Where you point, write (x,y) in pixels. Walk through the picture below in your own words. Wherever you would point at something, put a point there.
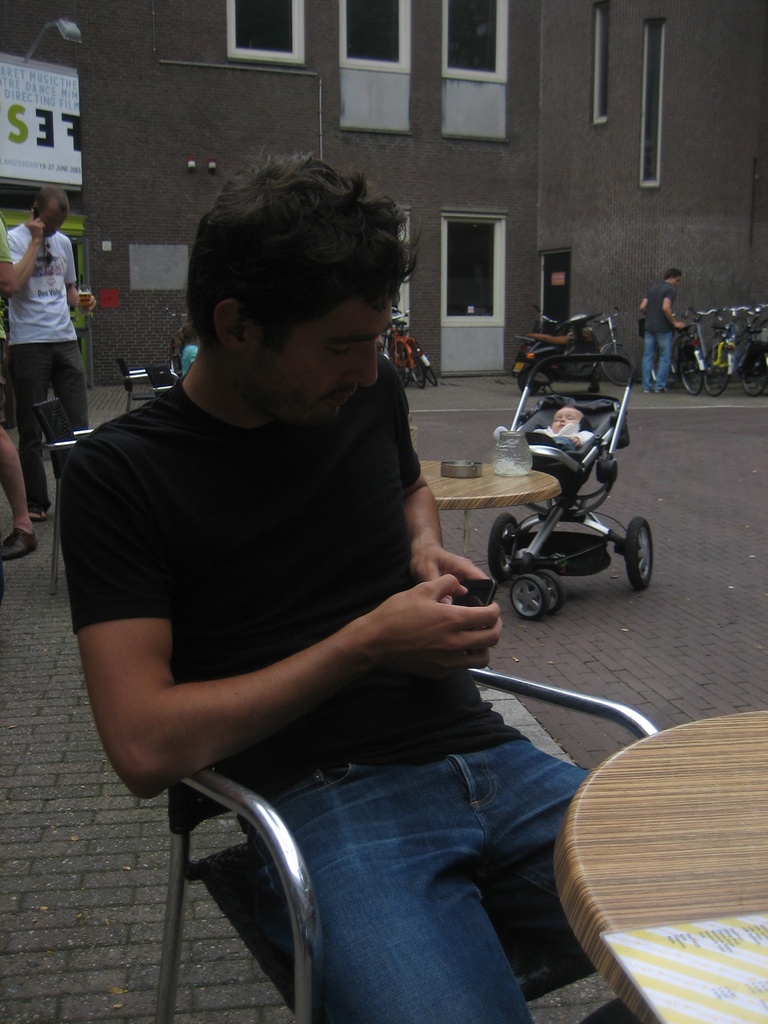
This image is taken outdoors. In the background (444,129) there is a building (565,142) with walls (593,134), windows (379,28) and doors (558,266). A few bicycles (739,359) are parked on the ground (146,389). A man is standing on the ground (652,424). There is a board (76,132) with a text (76,132) on it and there is a light (64,34). Two men (52,248) are standing on the floor (38,531). A person (183,368) is sitting in the chair (161,376). There is a table (485,493) with a few things (496,470) on it and there is a baby (575,441) in the baby carrier (595,410). In the middle of the image (297,526) a man (307,688) is sitting in the chair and he is holding a mobile phone (462,601) in his hands (452,611). On the right side of the image (652,843) there is a table (649,904).
